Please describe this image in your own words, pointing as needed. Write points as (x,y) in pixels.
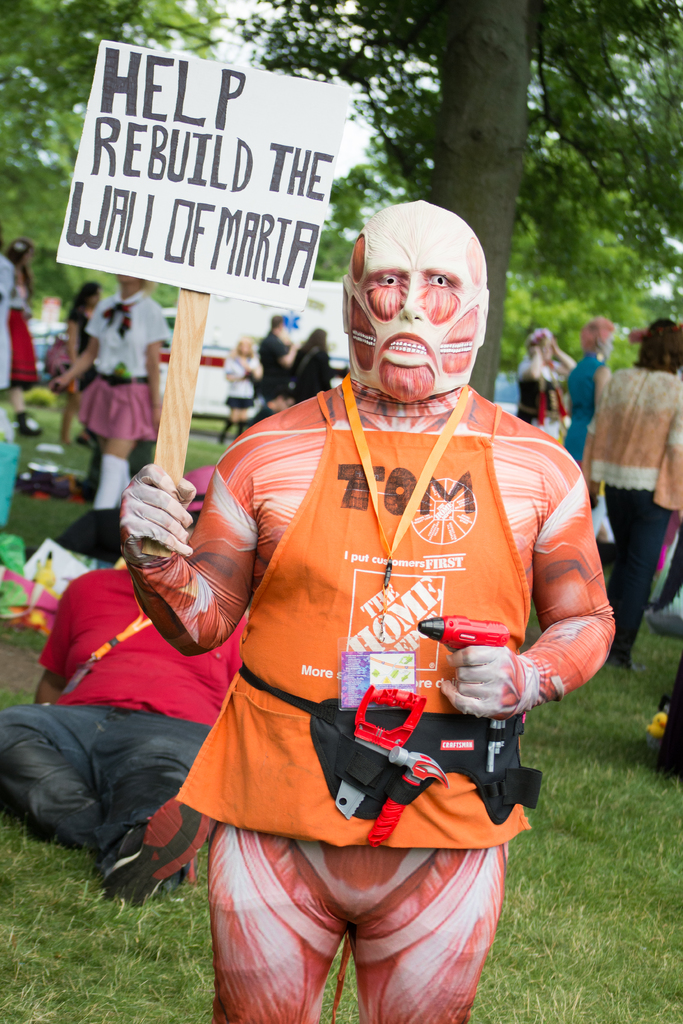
In this image we can see a person (416,437) wearing a costume (368,570) and holding a board (270,190) with some text (186,178). We can see some people (24,272) in the background (98,523) and there are some objects (44,466) on the ground (74,871) and we can see some trees (358,86).
